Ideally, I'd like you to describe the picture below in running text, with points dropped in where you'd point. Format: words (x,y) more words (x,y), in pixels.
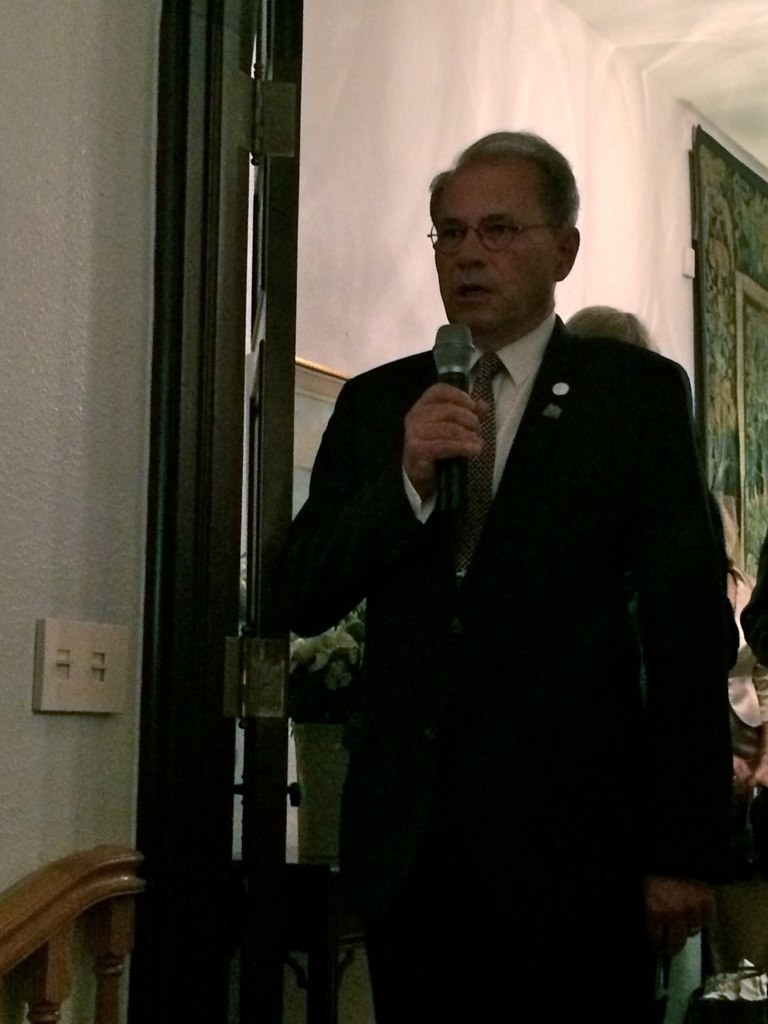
In the foreground of this image (555,827), there is a man (546,867) standing in suit (574,950) and holding a mic (464,475). Beside him, there is a door (283,452) and a switch board (51,646) to the wall (22,487). In the background (472,83), there is a wall (631,250), frame (704,326) and few persons (751,847).
